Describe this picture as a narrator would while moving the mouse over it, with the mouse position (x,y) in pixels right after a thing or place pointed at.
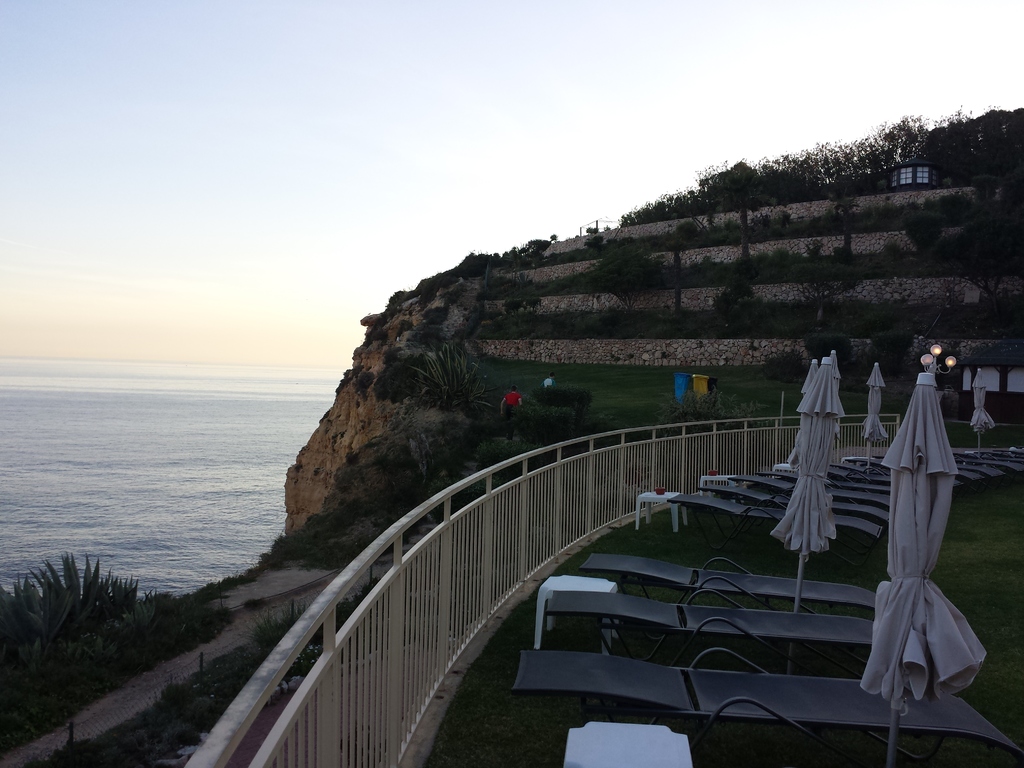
In this image I can see in the middle (602,482) it is the railing (501,561). On the right side (824,630) there are beach beds (836,622), it looks like there are umbrellas (897,525). In the background (749,310) there are trees (743,300) and there are lights (946,361). At the top (920,163) it looks like a house (923,183), on the left side (140,425) it is the water (230,468). In the middle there is a person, at the top (553,140) it is the sky (533,126).
